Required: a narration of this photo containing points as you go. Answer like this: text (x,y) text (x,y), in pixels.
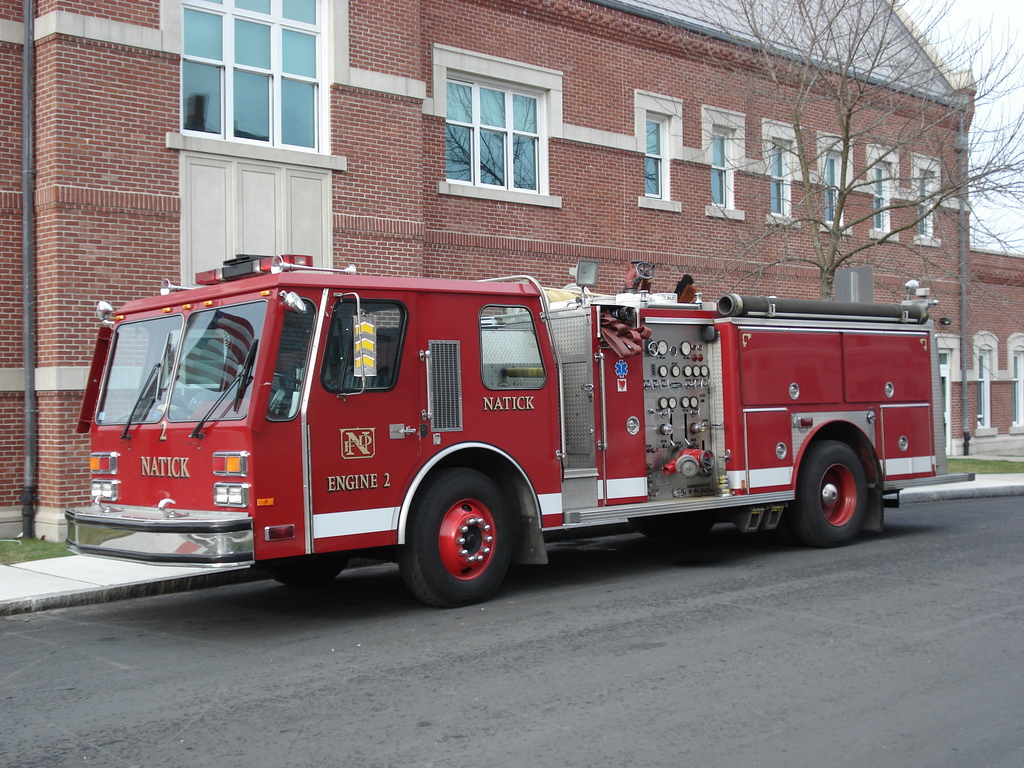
In this picture we can see a vehicle (837,520) on the road (676,675) and in the background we can see buildings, tree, sky (1016,165).
